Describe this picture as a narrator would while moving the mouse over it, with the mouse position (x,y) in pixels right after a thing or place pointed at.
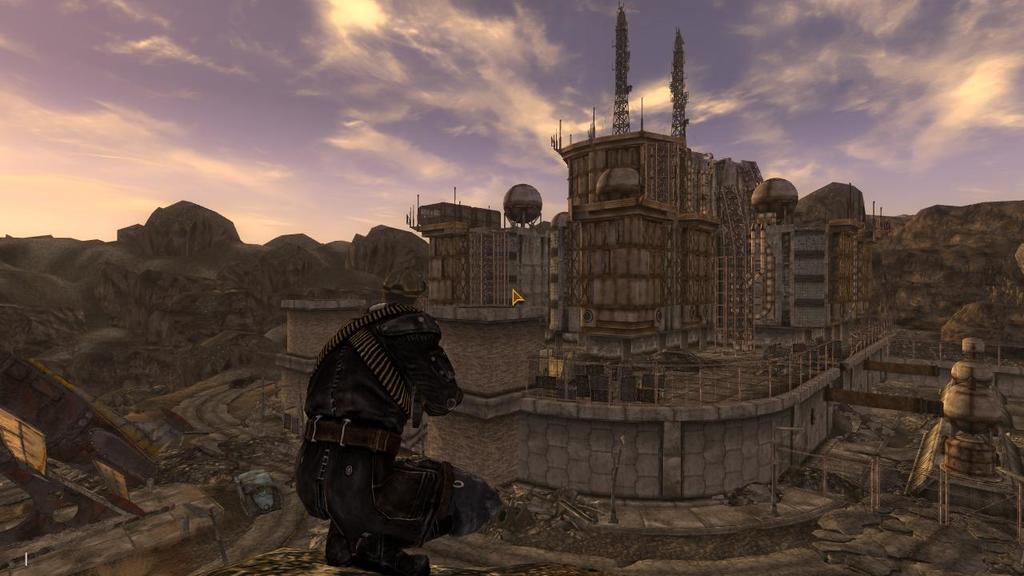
In this image I can see the animated picture in which I can see a person (407,397) wearing black color dress (423,403) is sitting. In the background (451,287) I can see few buildings (579,317), few metal towers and the sky (844,115).
